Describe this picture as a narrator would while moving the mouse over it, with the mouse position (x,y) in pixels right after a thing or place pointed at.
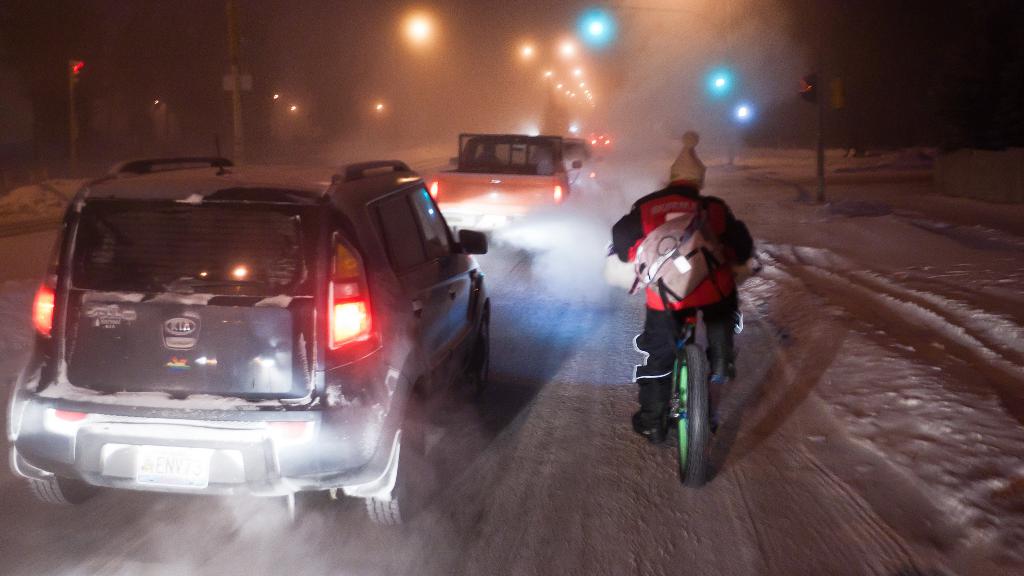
In this image in the foreground (367,453) on the left side (105,445) there is a car (361,455) and on the right side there is a bicycle (696,439).
